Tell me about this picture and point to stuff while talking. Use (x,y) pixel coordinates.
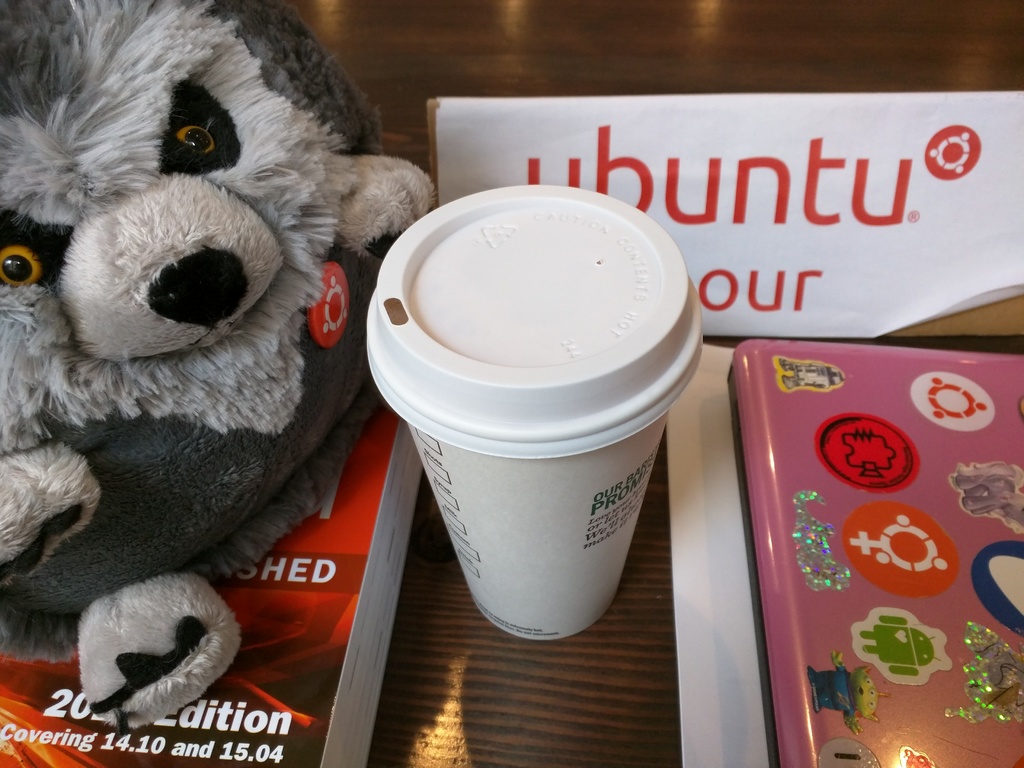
In the image we can see there is a table (543,695) on which there are books (183,763) and a glass of coffee (552,502). There is a teddy toy (169,260) which is in black colour and there is a cardboard sheet (754,220) on which its written "Ubuntu".
